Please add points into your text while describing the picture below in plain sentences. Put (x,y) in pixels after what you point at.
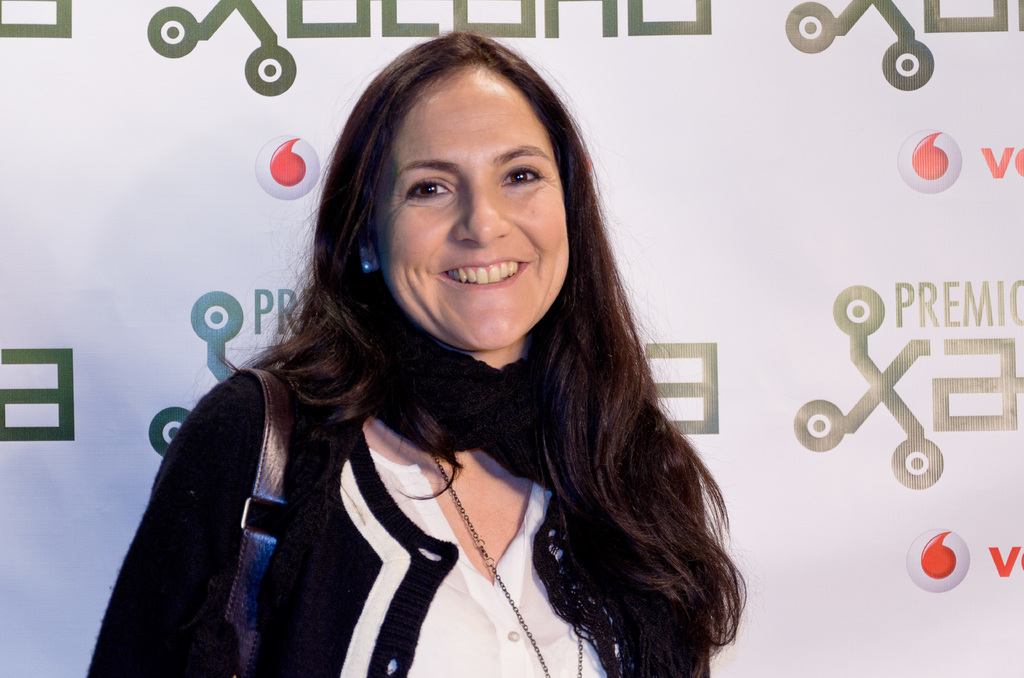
In the center of this picture (576,251) there is a woman (307,584) wearing a sling bag (274,498), white color shirt (466,596), black color jacket (366,555), smiling and seems to be standing on the ground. In the background (693,109) there is a white color banner (785,292) on which we can see the text (67,355).
